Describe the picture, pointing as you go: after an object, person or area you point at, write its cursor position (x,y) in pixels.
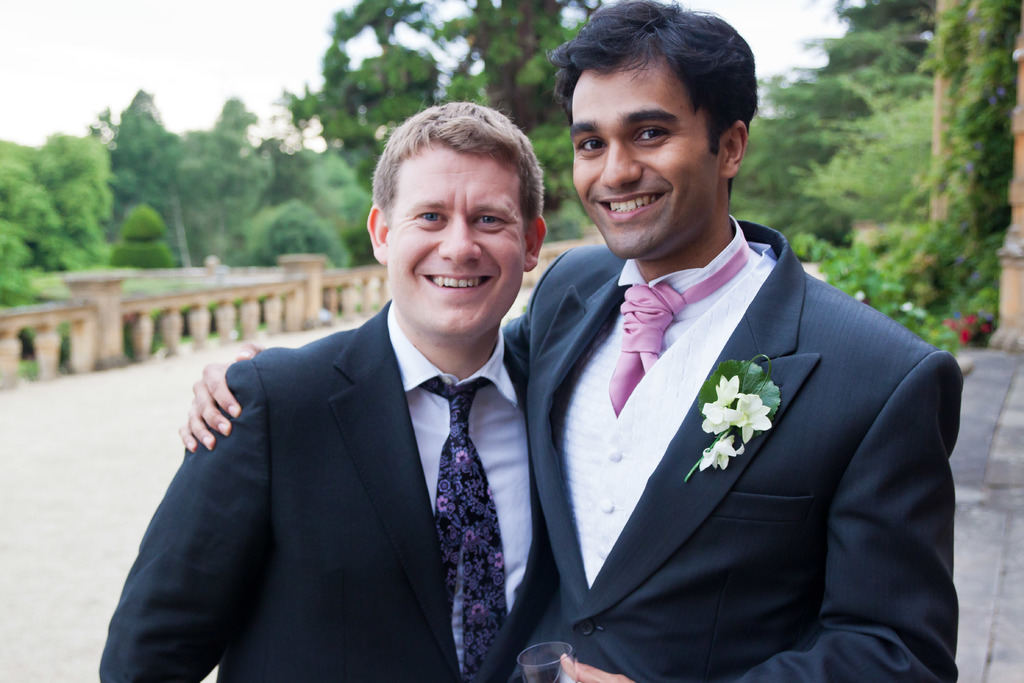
In this image I can see two men (438,514) in the front (506,470) and I can see both of them are wearing formal dress (455,421), I can also see smile (645,199) on their faces (393,209). In the background (949,129) I can see number of trees (15,276), flowers (870,298) and I can see this image is little bit blurry in the background (353,115).
